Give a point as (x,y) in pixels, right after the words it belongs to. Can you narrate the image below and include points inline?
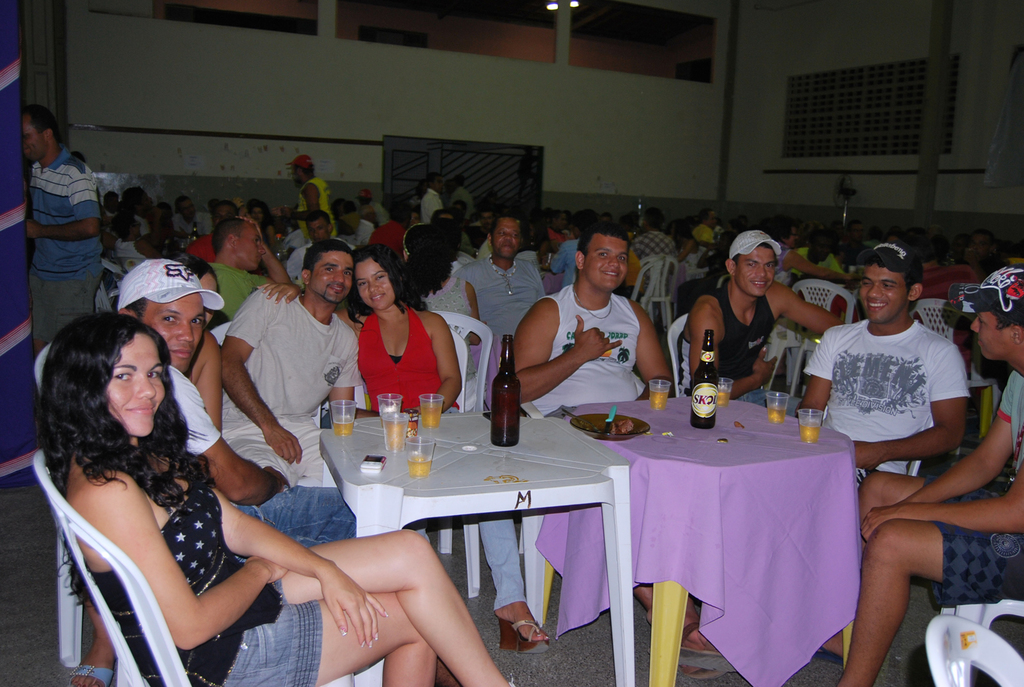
It is a big room (566,219), there are lot of people (706,325) sitting around the tables (451,450) few people (329,208) are standing, people (328,491) who are sitting in the first row are posing for the photo there are two tables (608,481) in front of them on which some glasses (426,449) and bottles (507,358) are placed in the background (381,136) there is a wall (565,63).
